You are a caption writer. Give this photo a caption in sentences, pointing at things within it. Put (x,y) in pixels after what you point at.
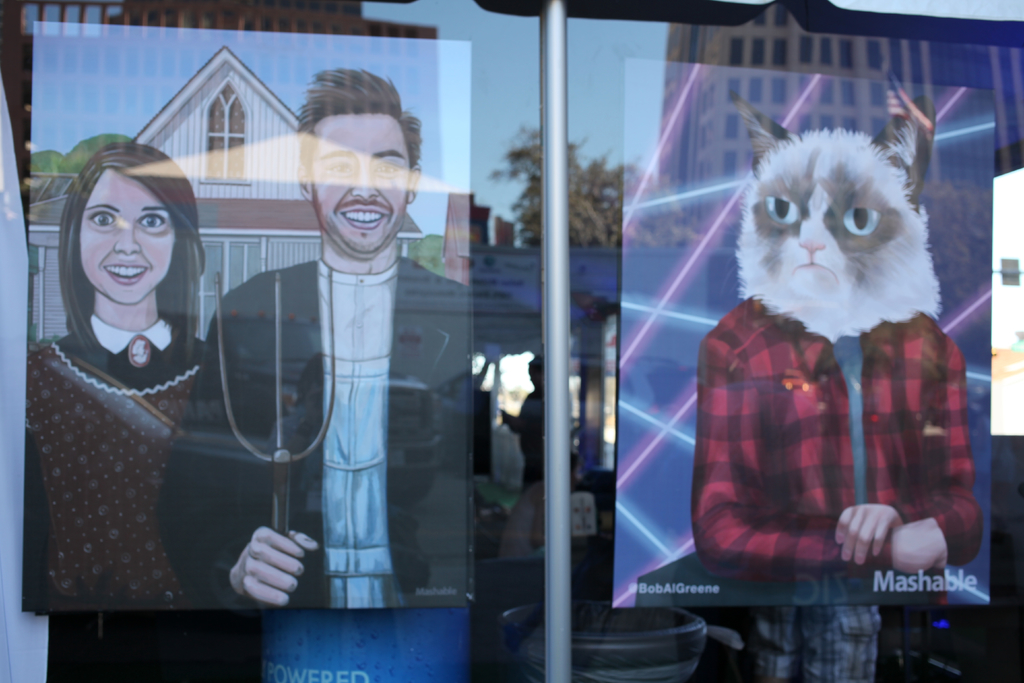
In this picture we can see a glass window (348,365). Behind the glass window (289,316), there are two paintings (755,357), two persons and some objects (721,641). On the glass window (331,351), we can see the reflections (861,69) of buildings (229,2), a tree (574,185) and the sky (576,74).
